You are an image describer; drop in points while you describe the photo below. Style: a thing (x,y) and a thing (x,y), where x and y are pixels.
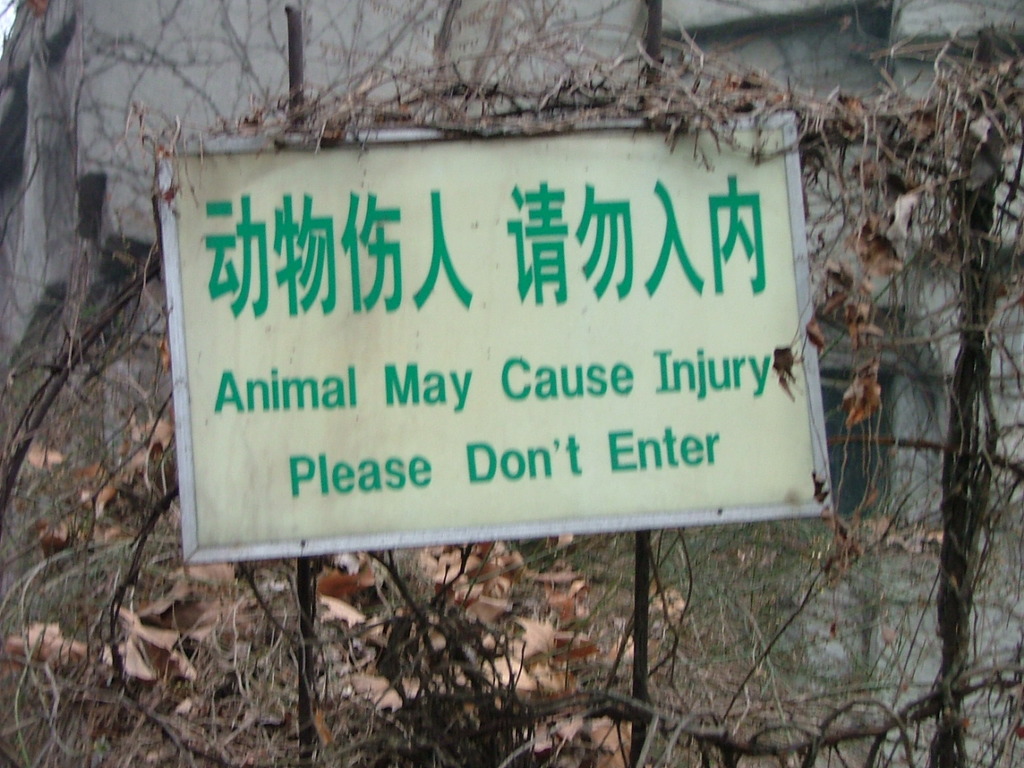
In this image we can see a board (428,466) on which something is written in green color. In the background (918,544), we can see wire fence (788,738), dry leaves (53,631) and a building (17,244).
